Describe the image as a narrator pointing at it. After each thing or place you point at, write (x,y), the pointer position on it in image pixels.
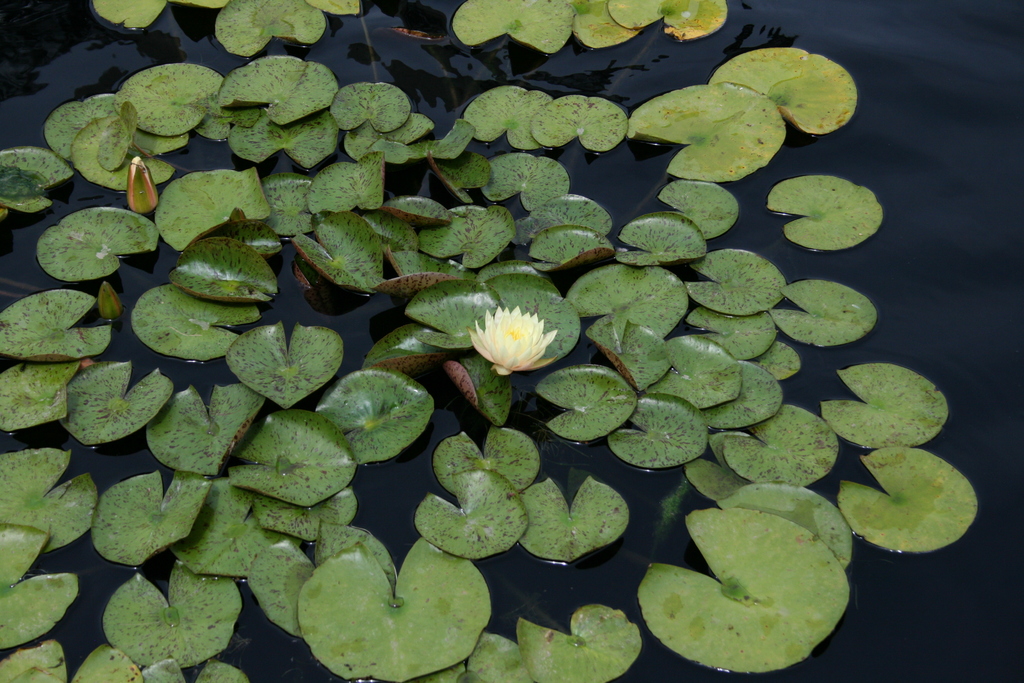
In this image, in the middle (519,339), we can see a flower (476,347) on the leaves (476,372). In the background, we can see some leaves (401,417) which are on the water (997,538).
